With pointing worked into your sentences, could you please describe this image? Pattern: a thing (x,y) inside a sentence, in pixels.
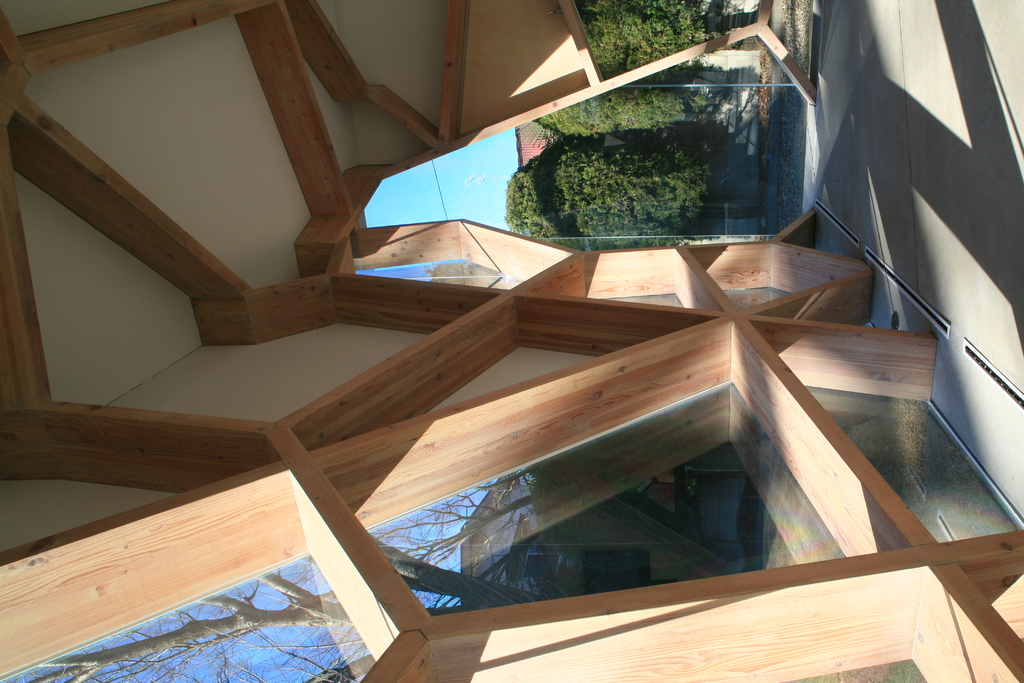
This image is clicked inside. There are wooden sticks (360,262) which are build like a wall (210,118). In the background (651,183), there are many trees (637,171). At the right (942,230), there is a floor (878,220).
